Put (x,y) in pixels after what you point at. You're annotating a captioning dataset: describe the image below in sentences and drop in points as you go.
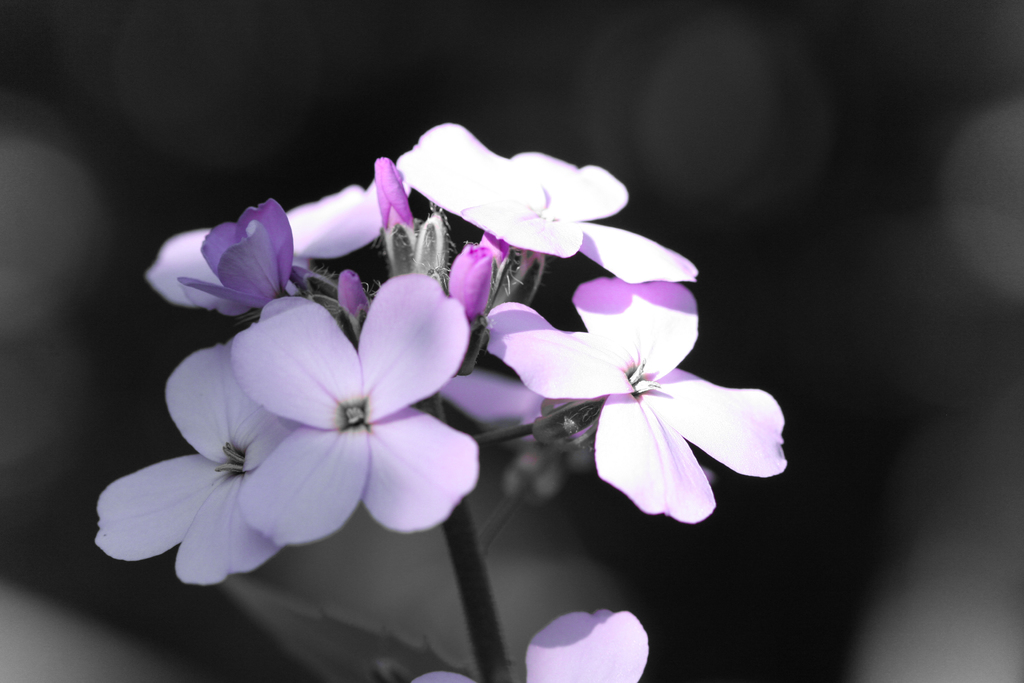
In this image in the front (472,347) there are flowers (395,357).
